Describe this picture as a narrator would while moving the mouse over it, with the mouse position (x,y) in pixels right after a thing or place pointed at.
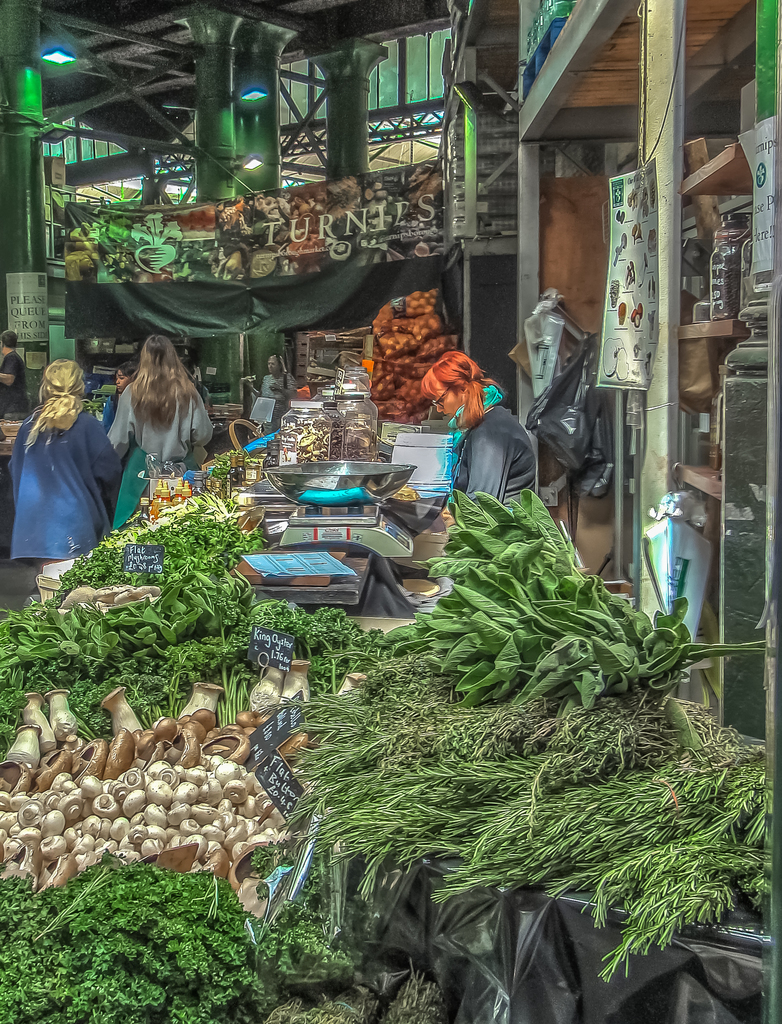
In this image we can see few people (141,412). There are leafy vegetables (210,594), mushrooms (193,721) and many other items (280,444). Also there are price tags (283,777) and there is a black color sheet (492,947). On the right side (690,389) there is a cupboard (738,184) with some items (692,375). And there is a weighing machine (364,514). In the back (262,353) there are pillars (207,122), rods (175,145) and lights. Also there is a banner (242,250).
